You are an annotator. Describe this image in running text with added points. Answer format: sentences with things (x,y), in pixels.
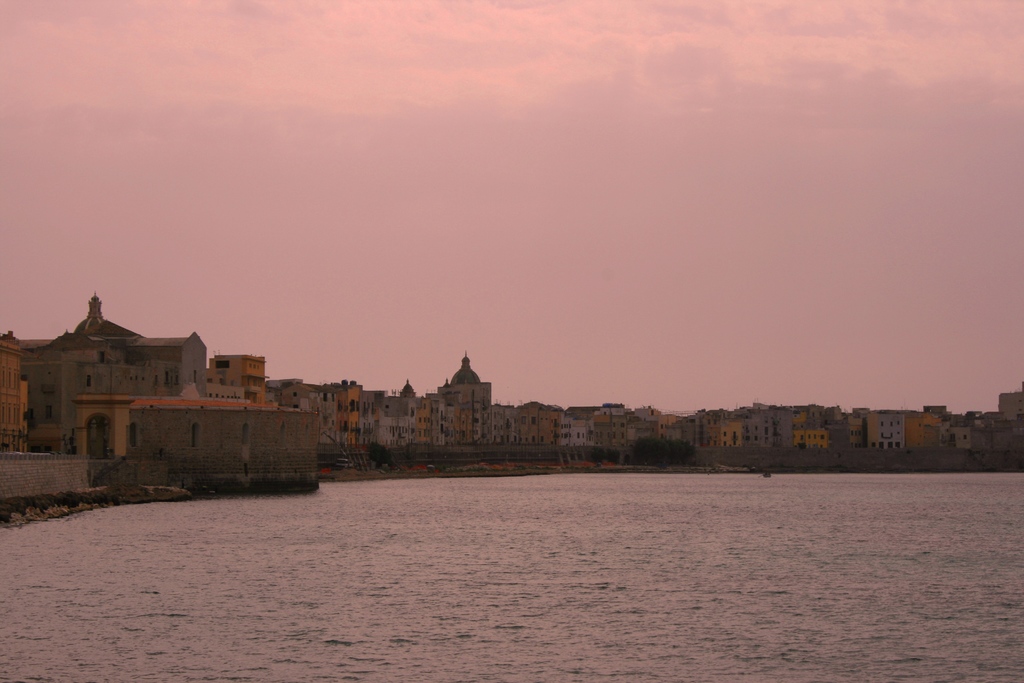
In this image there is a river (529,581), buildings (608,428) and the sky (524,235).
